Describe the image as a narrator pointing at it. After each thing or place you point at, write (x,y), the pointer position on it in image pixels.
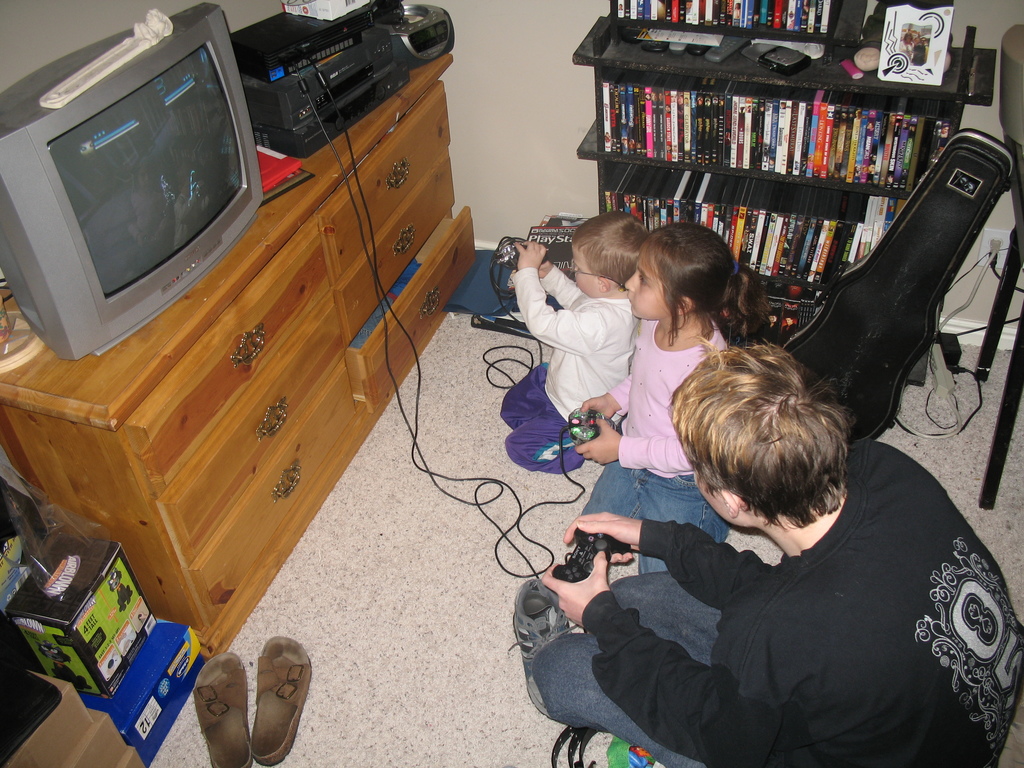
In this image there are group of persons (660,465) who are playing games at the left side of the image (143,173) there is a Television (207,197) and Radio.
